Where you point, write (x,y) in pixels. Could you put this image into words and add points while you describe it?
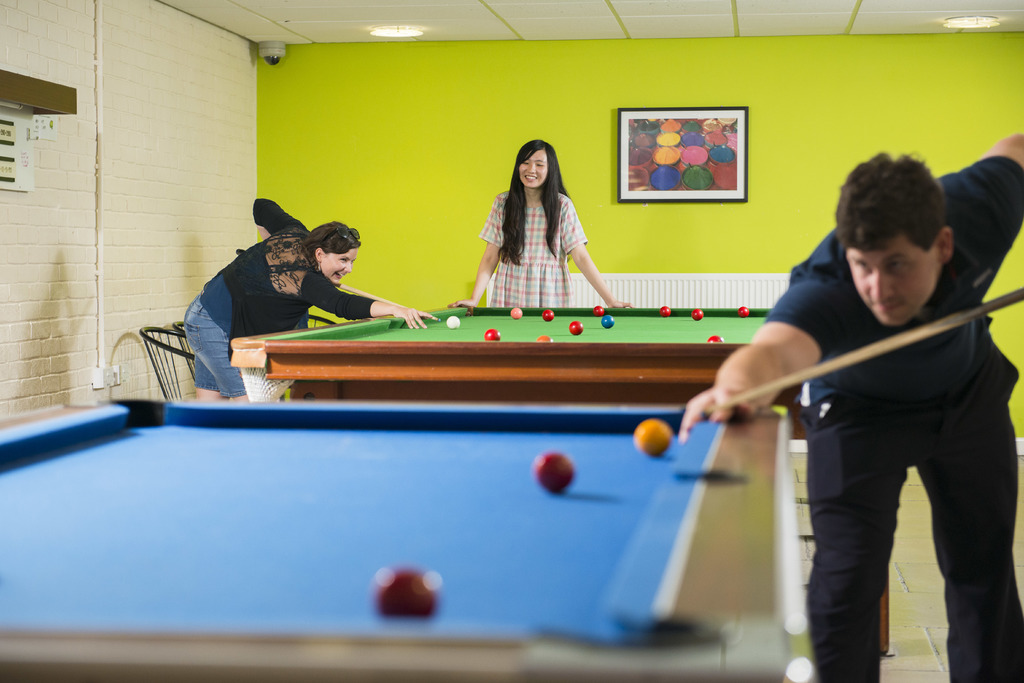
In this image this man (923,319) and woman (283,295) is playing billiards. There is a woman (541,234), photo frame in the background of the image (648,155).
